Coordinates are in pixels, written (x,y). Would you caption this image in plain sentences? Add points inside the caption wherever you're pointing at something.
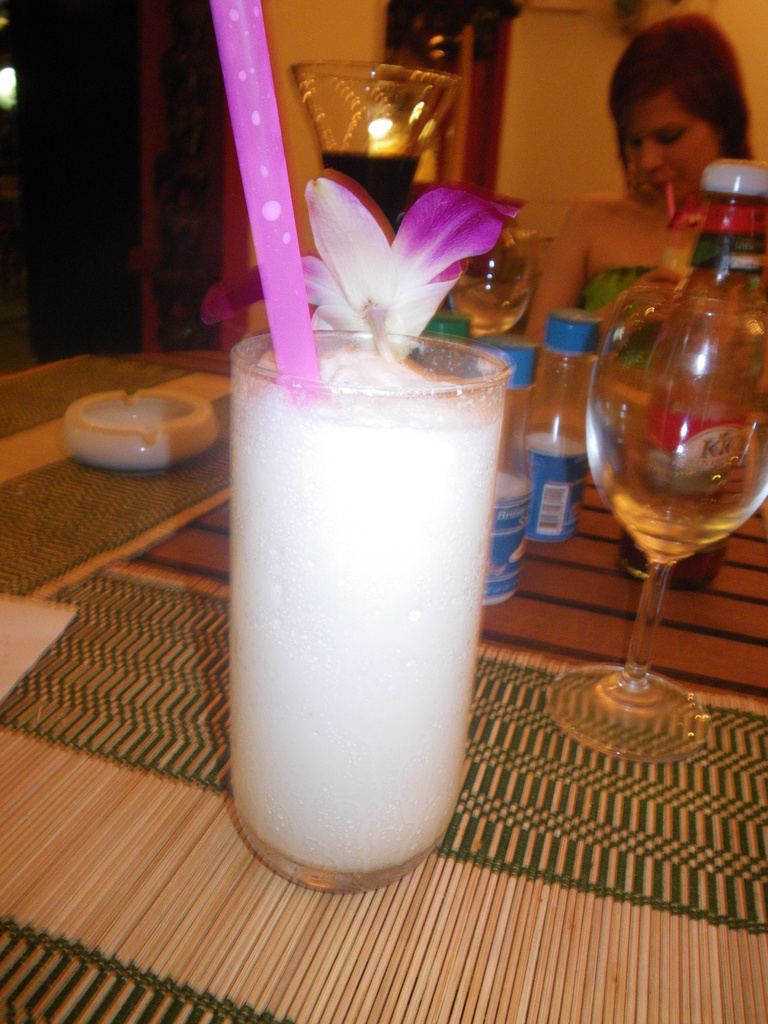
There is a table (530,778). On the table (578,808) there is a glass (357,527) with juice (364,400), straw (288,319) and flower (392,310). Also there are bottles (530,393), another glasses (387,174) and mats (516,730) on the table (533,632). There is a lady (643,191) on the backside (645,180).
